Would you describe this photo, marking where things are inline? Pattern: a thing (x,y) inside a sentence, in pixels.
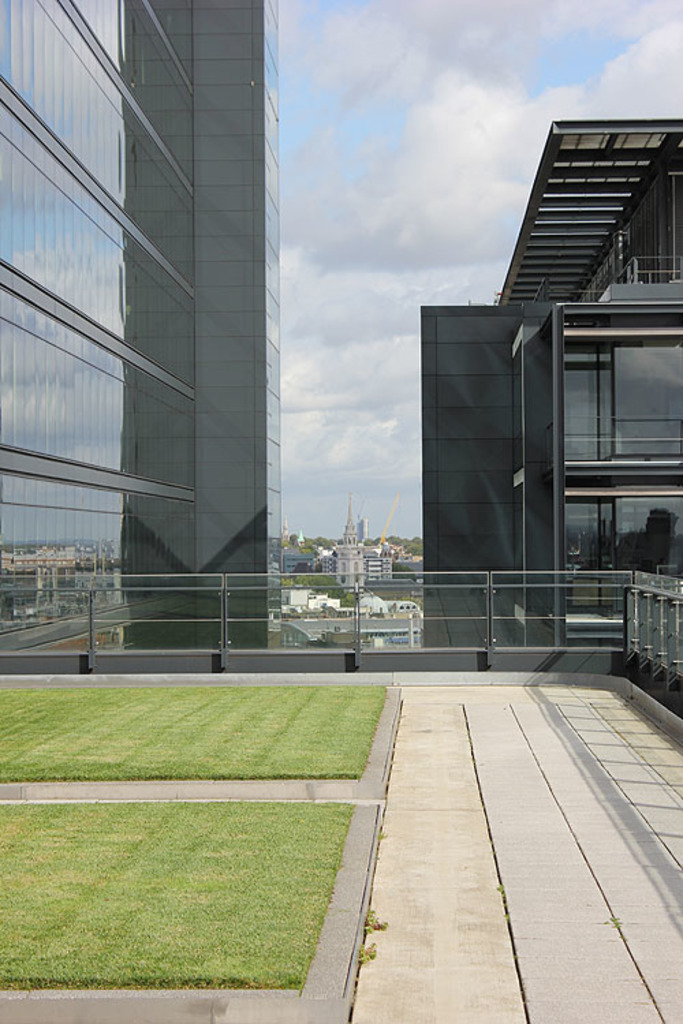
On the left side of the image (118,820) there is grass (11,841) on the surface (140,848). There is a metal fence (533,622). In the background of the image (579,491) there are buildings (247,469), trees (304,550) and sky (413,530).
